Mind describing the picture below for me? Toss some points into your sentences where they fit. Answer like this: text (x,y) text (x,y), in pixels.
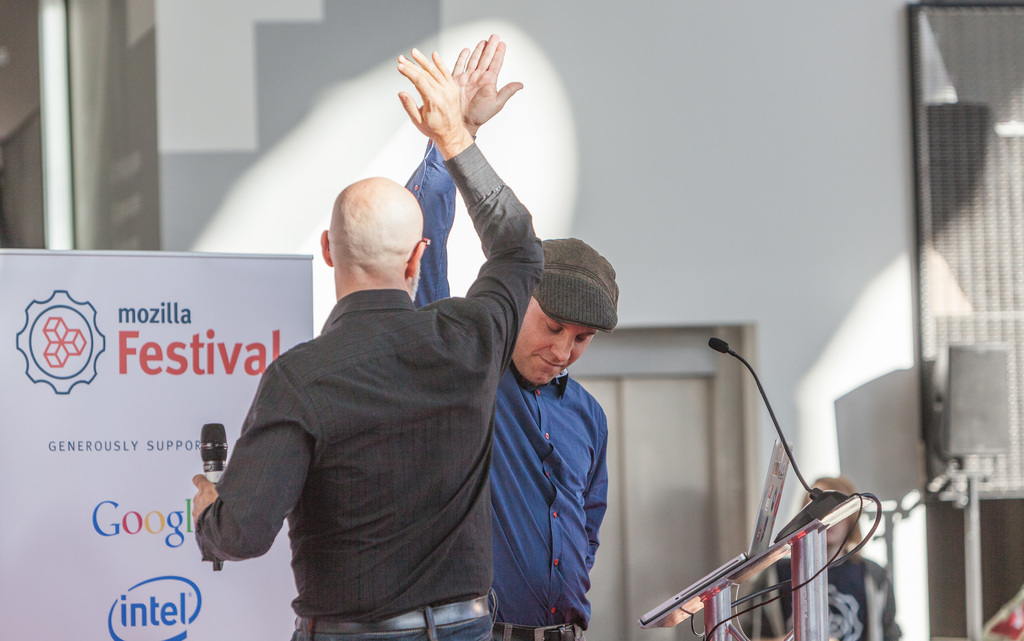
Here we can see two men (458,332) and he is holding a mike (207,439) with his hand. Here we can see a banner (129,346), mike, and a podium (813,532). In the background (701,81) we can see wall (811,437) and a speaker (974,401).
